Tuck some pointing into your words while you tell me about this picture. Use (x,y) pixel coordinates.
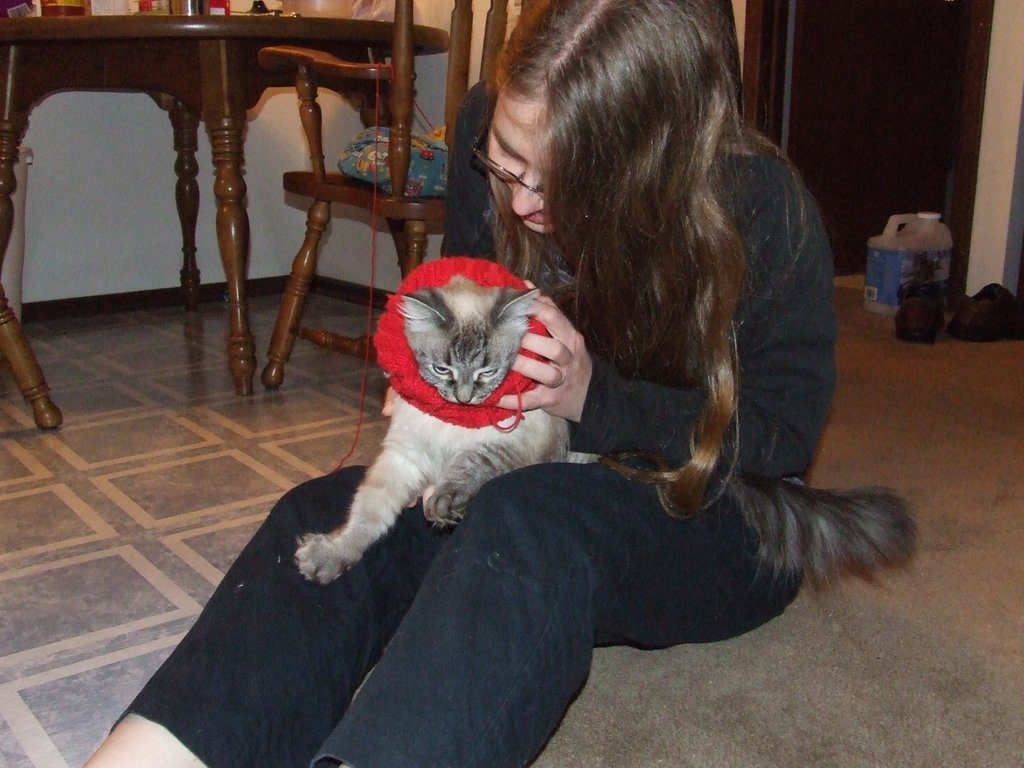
This picture shows a woman (690,52) seated on the floor (277,410) and holds a cat (482,477) in the hand (558,403) And we can see a dining table (14,138) and a chair (285,314).
